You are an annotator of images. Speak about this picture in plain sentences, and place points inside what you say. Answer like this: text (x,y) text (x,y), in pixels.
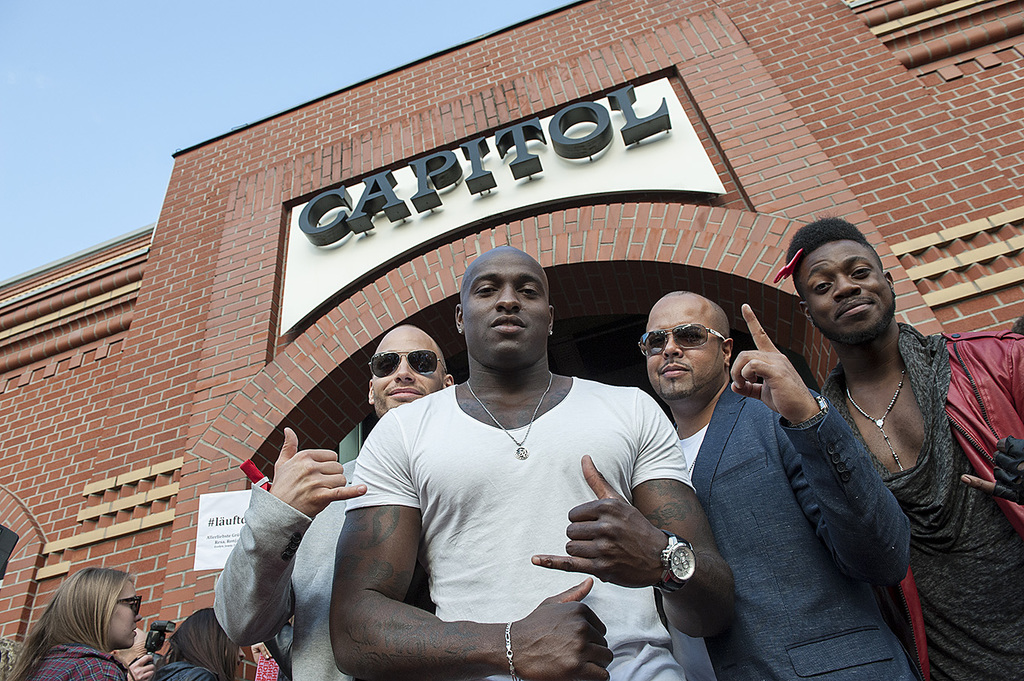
In this image there is a building (714,279), boards (504,188), people (878,583), camera (160,630), sky (204,51) and objects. One person (128,629) is holding a camera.
